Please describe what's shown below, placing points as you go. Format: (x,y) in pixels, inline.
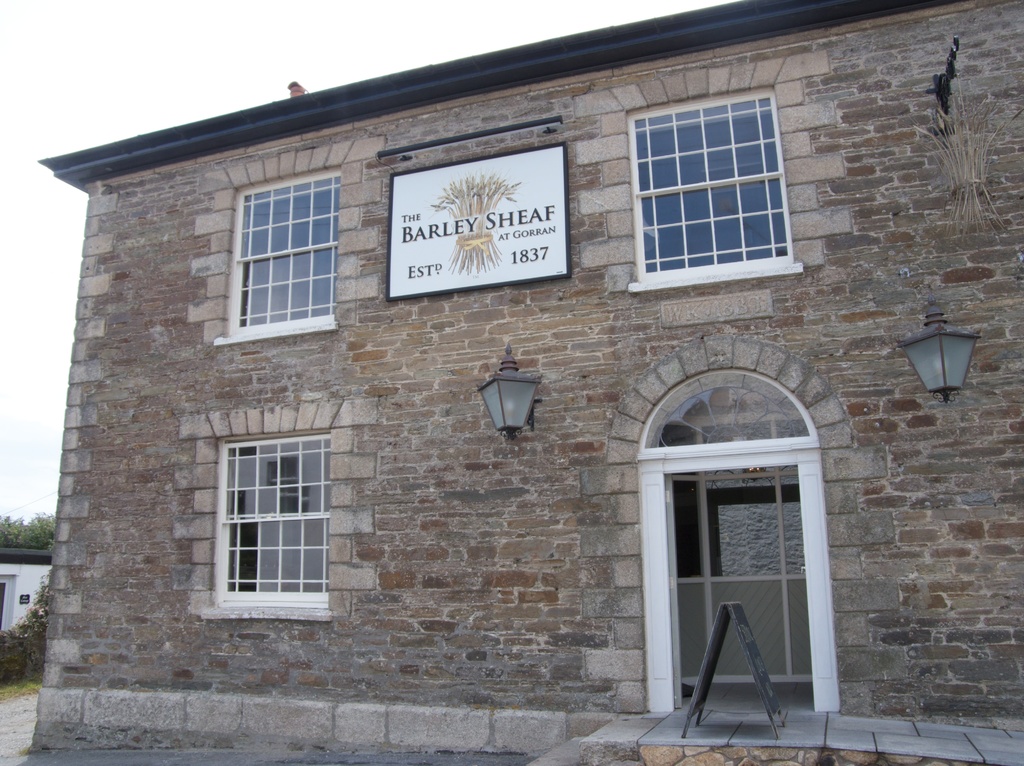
In this picture, we see a building (490,502) which is made up of cobblestones (725,359). It has the windows (734,381) and a door (744,504). On top of the building (373,274), we see a board (419,272) in white color with some text (444,224) written on it. At the bottom (742,628), we see a board (757,651) in black color. We see the lights (919,360). On the left side (13,693), we see the trees (35,536), grass (27,686) and a building (30,591) in white color. At the top (173,40), we see the sky (378,43).
